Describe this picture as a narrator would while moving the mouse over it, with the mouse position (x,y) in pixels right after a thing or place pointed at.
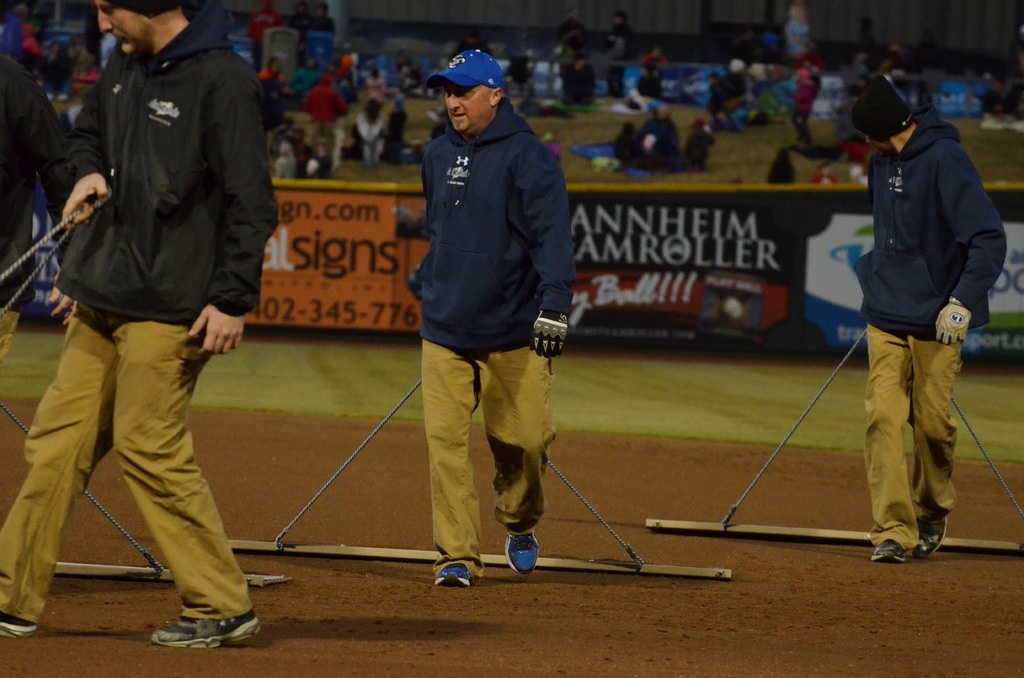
In this image in the center (458,279) there are persons (500,352) walking and holding objects (736,523) in their hands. In the background (354,219) there is grass (598,377) and there are boards (733,300) with some text (328,309) written on it and there are persons (645,157) sitting, standing and walking.
